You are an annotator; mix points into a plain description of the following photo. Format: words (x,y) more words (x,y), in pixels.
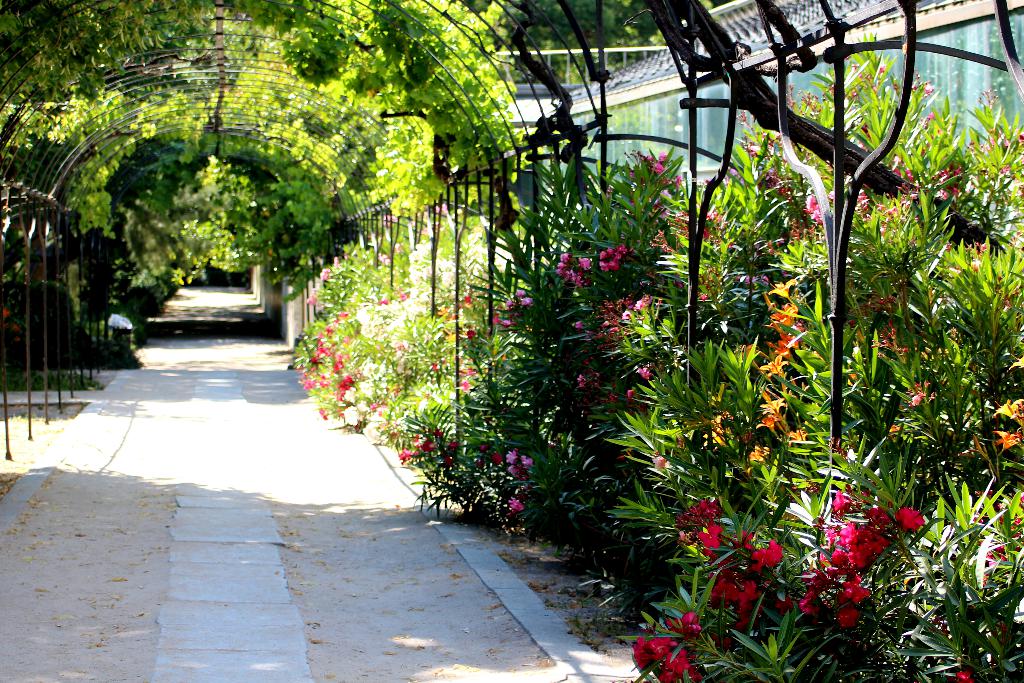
This image consists of many plants (497,370) and trees (36,20). At the bottom (225,613), there is a road (275,540). To the right (973,25), there is a house (932,35).
